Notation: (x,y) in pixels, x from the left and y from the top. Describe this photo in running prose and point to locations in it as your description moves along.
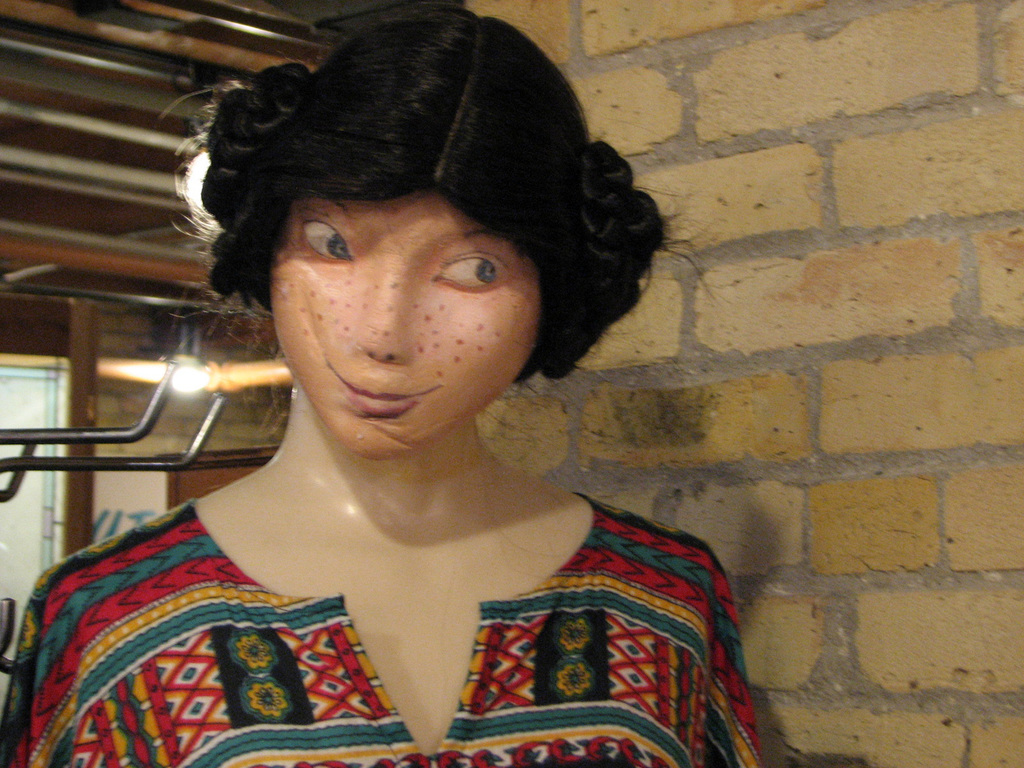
In this image I can see the mannequin (405,472) with colorful dress (173,636). In the background (239,333) I can see the brick wall (578,411), light (202,369) and some rods (93,464).
